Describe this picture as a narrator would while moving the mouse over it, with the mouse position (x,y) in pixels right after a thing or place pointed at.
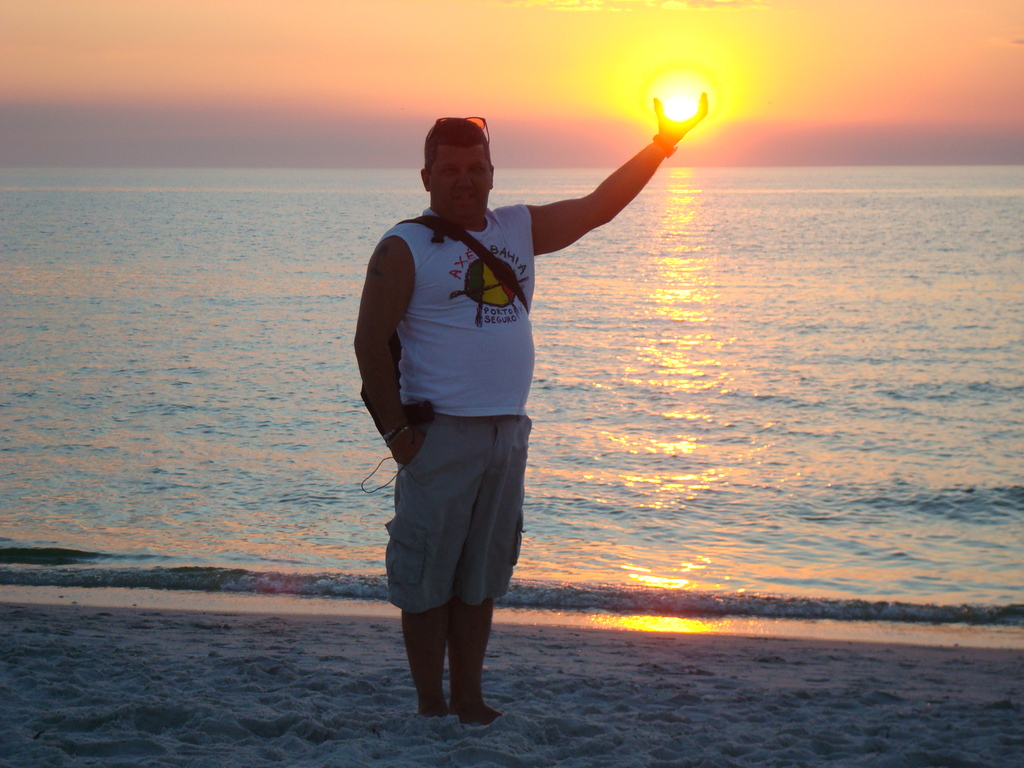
This image is taken outdoors. At the top of the image (208,71) there is the sky (626,101) with clouds (844,126) and sun (687,81). At the bottom of the image (265,720) there is a ground (315,701). In the background (169,307) there is the sea (705,212). In the middle of the image (461,302) a man (461,393) is standing on the ground (195,691).
